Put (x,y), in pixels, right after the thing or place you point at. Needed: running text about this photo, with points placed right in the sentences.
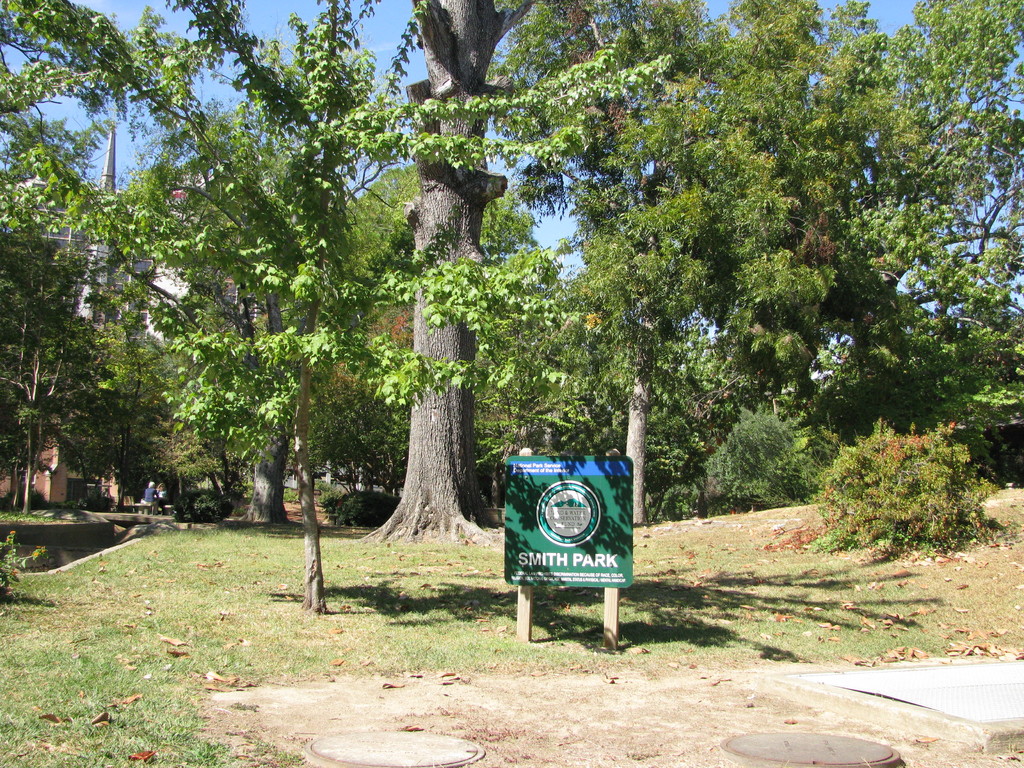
This is an outside view. At the bottom (85,667), I can see the grass (158,639) on the ground (583,614). In the middle of the image (573,499) there is a board (555,549) on which there is some text (598,563). In the background (595,234) there are many trees (465,255). On the left side (151,489) there is a building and I can see two persons (157,501) are sitting on a bench (147,509) and also there is a pond (59,546). At the top of the image (272,16) I can see the sky (360,8).
